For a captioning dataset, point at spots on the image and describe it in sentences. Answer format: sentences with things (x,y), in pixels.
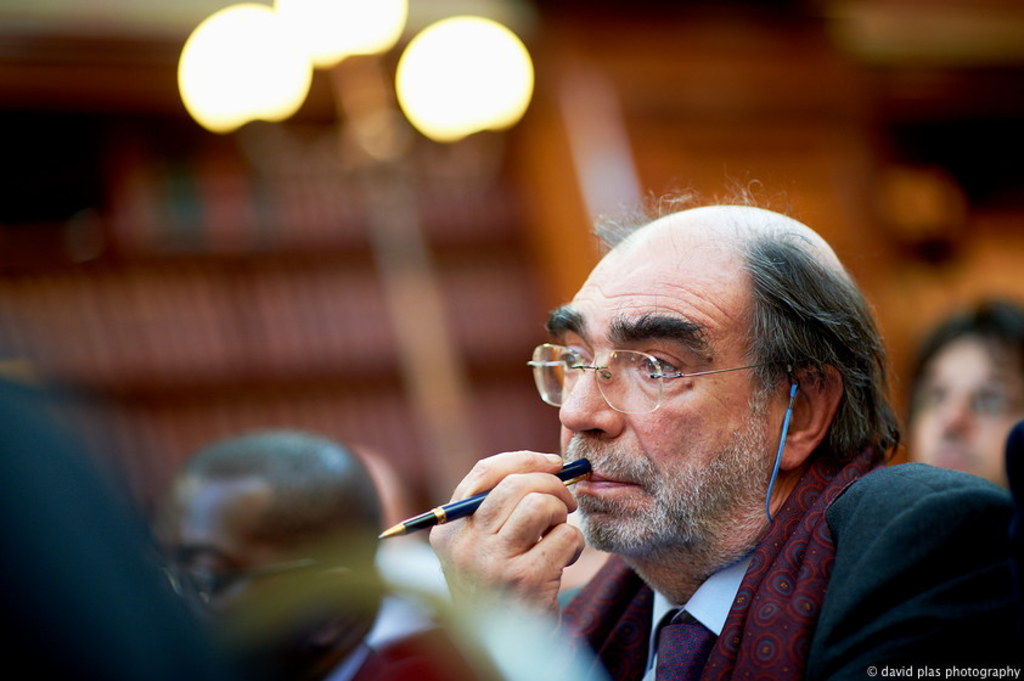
In this image I can see a person (709,471) wearing white shirt (701,601), tie (670,626) and green blazer (900,579) is holding a pen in his hand (490,499) and I can see he is wearing spectacles (636,369). In the background (509,48) I can see few other persons (248,477) few lights (317,34) and few other objects (347,197).
